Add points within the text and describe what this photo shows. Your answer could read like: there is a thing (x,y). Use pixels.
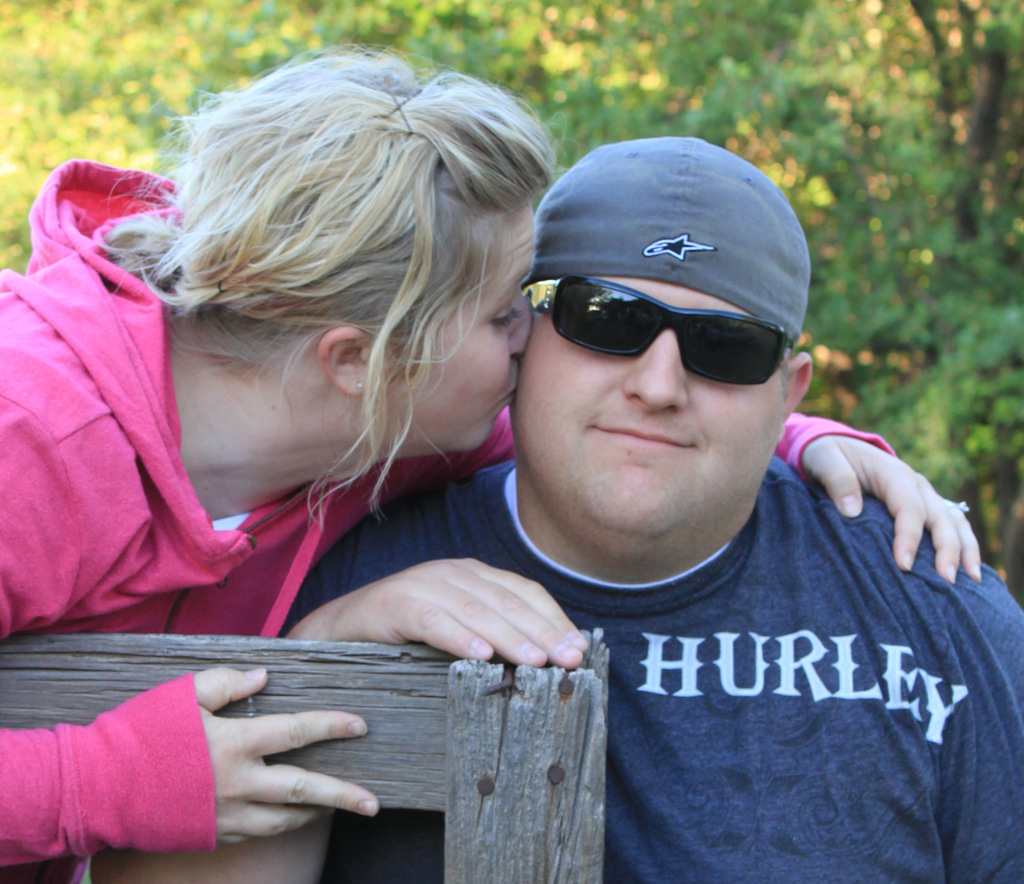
In this image I can see two persons (496,557), the person (578,593) at right (684,680) is wearing blue color shirt (772,710) and the person (490,455) at left (19,356) is wearing pink color jacket (38,212). In front (519,771) I can see the wooden object (405,731). In the background (737,66) the trees (755,37) are in green color.
